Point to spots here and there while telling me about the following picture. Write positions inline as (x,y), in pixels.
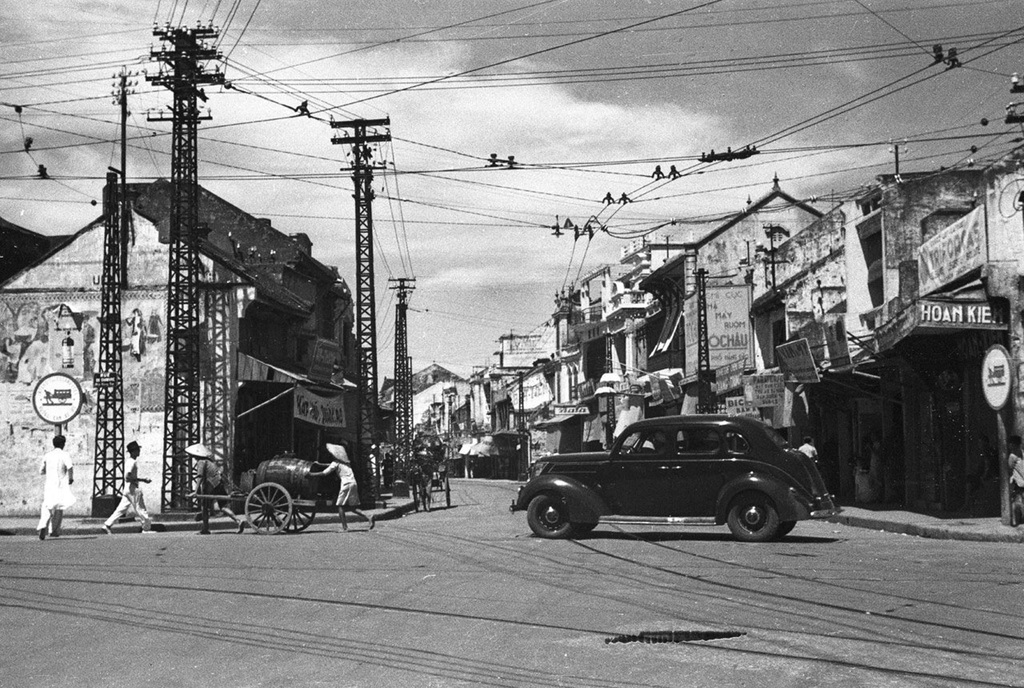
There are people (63,494) walking and this person (344,470) holding cart (243,496) and we can see car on the road (179,548). We can see towers (360,318) with wires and boards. Background (966,110) we can see houses (627,329) and sky (626,42) with clouds (689,128).
